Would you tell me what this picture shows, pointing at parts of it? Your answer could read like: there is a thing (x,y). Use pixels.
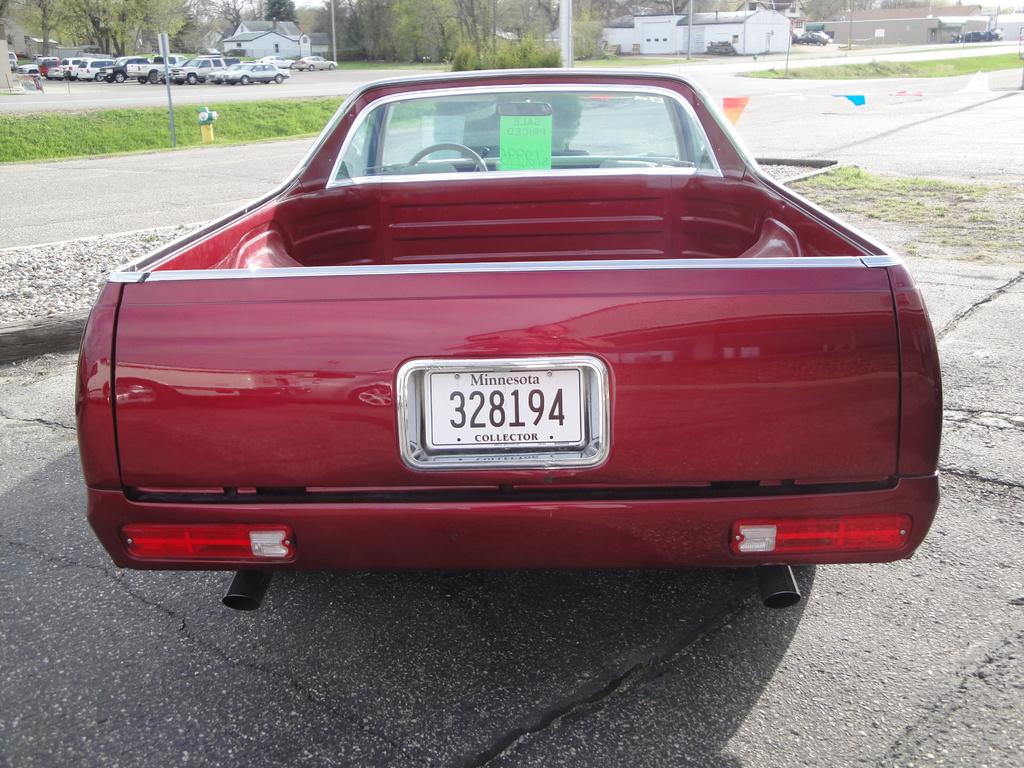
In this image I can see a red colour car (377,247). I can also see few numbers (516,408) are written over here. In the background (269,49) I can see grass (422,67), number of trees (402,47), few buildings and number of vehicles (60,74).
